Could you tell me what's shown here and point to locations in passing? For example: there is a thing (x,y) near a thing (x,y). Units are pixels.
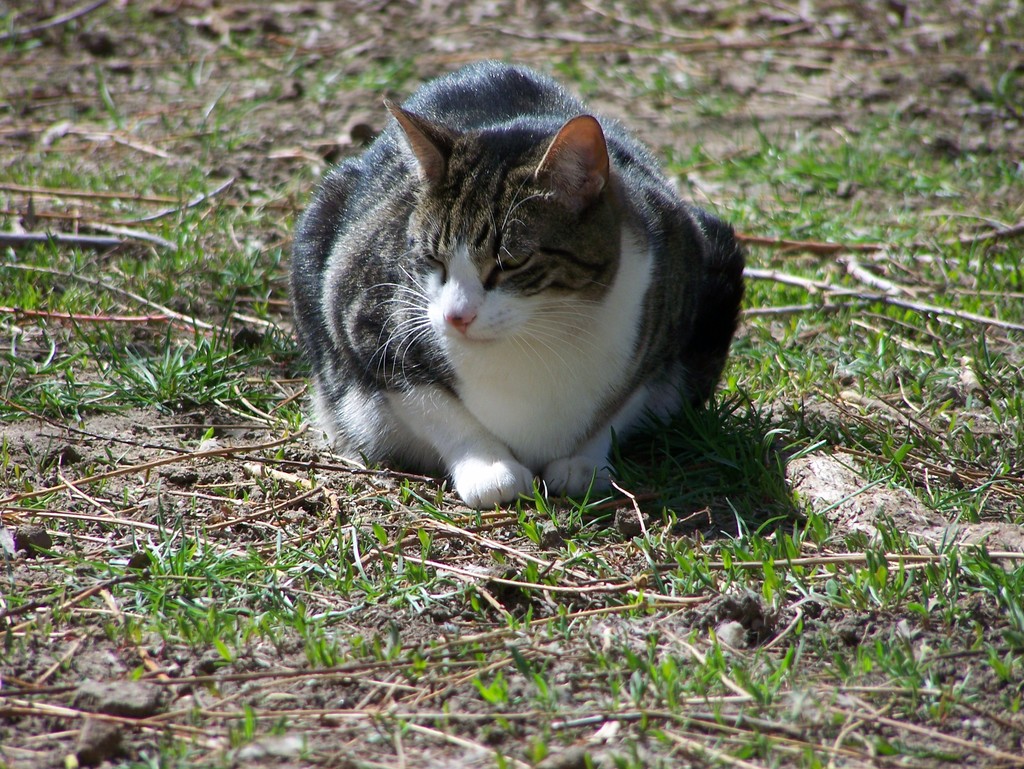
In the center of the image (528,308), we can see a cat (526,269) sitting and at the bottom (479,587), there is ground (416,550) covered with grass (427,506).
